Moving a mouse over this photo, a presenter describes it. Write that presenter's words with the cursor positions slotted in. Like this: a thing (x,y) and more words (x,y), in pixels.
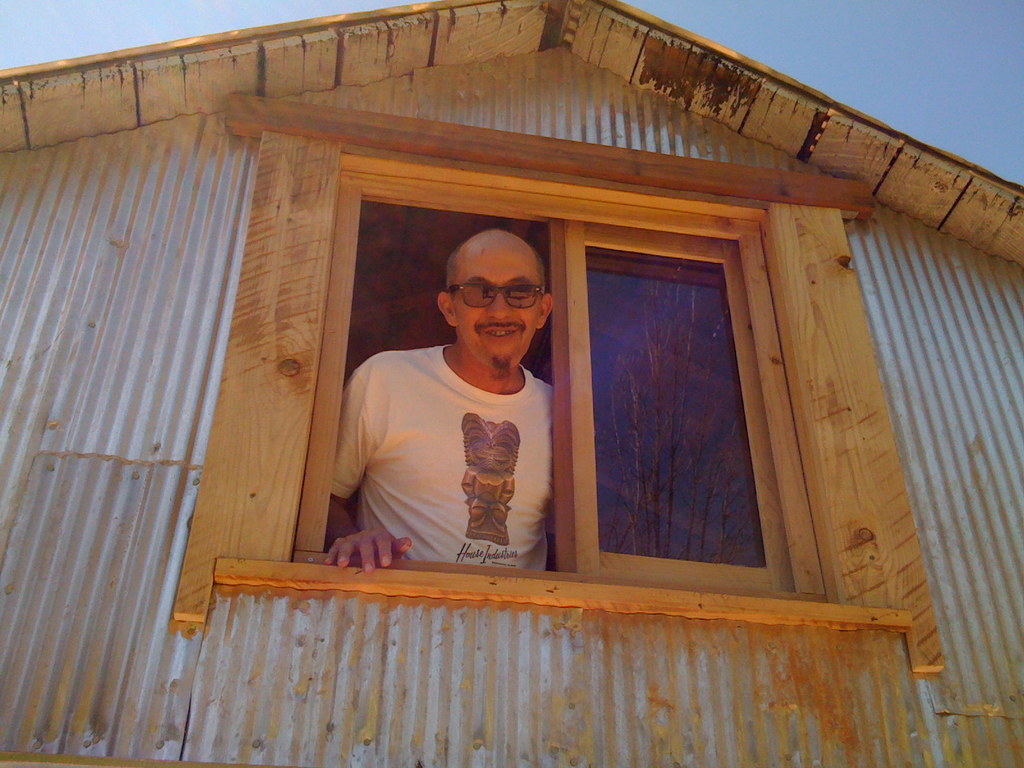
This image is taken outdoors. At the top of the image (160,36) there is the sky (892,66). In the middle of the image (360,259) there is a house (810,231) with a wall (580,654) and a window (677,320). There is a man (511,304) standing near the window (662,316).
